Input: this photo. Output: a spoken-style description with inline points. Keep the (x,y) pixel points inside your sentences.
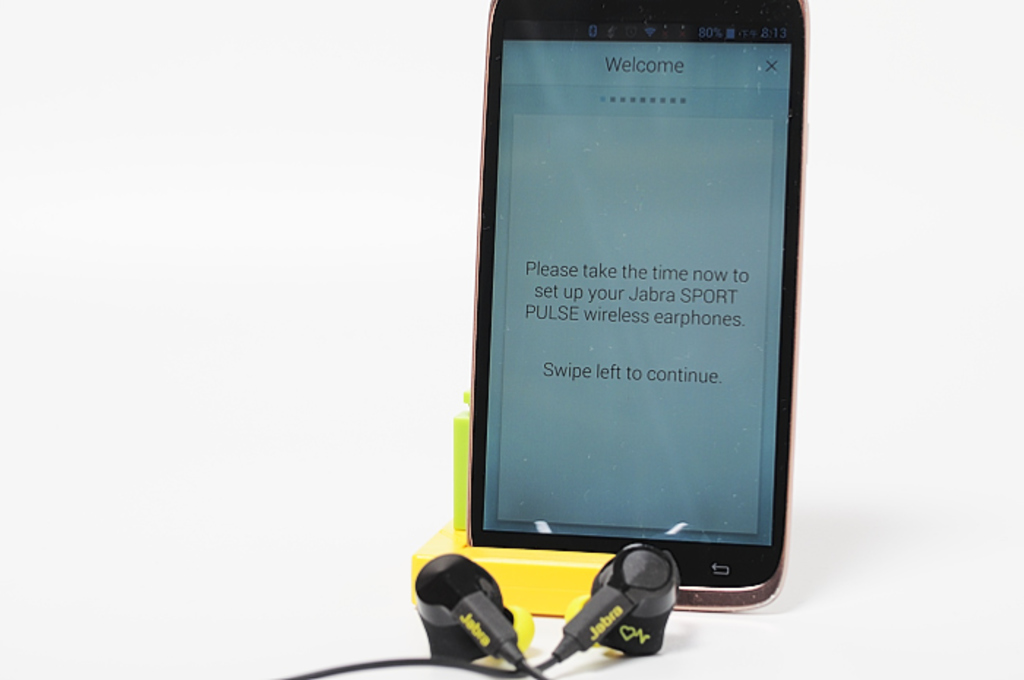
In this image we can see a mobile phone (555,422) and headsets (578,612) placed on the surface (681,632). The background of the image (887,268) is white in color.
